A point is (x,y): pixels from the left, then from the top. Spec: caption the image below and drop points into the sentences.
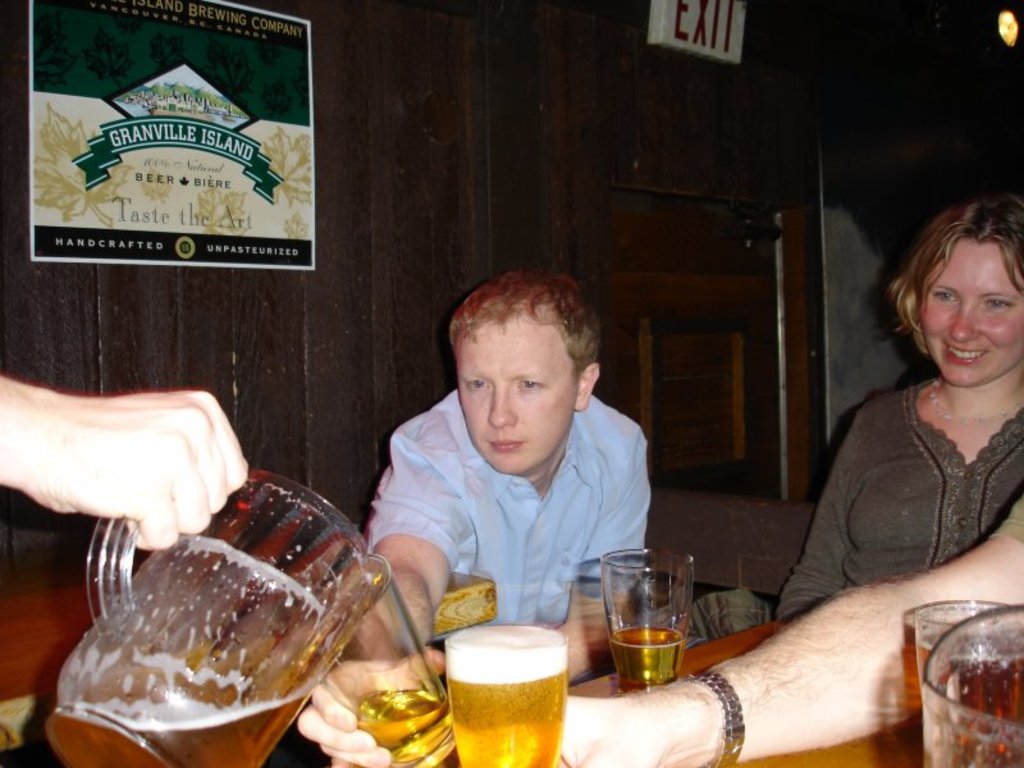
This is the picture of two people (568,402) sitting on the chair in front of the table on which are some glasses (379,613) and behind them there is a wall (357,218) on which there is a poster (97,195).
